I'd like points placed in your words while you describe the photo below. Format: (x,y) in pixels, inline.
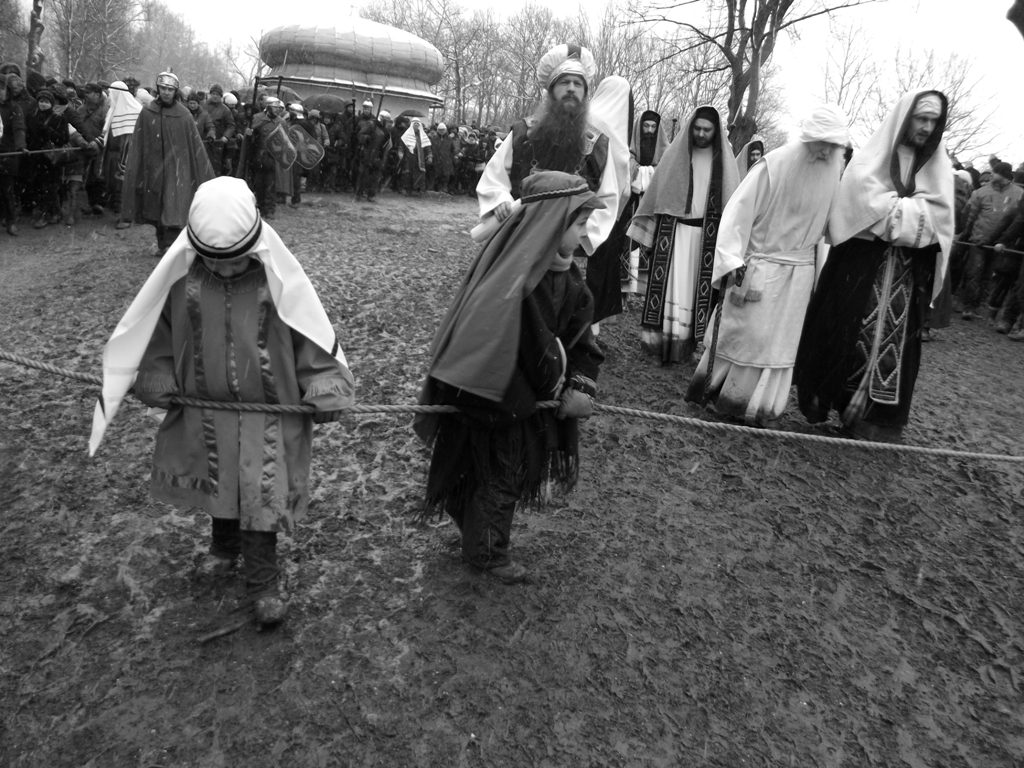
In this picture we can see group of people (716,242), in the middle of the image (442,360) we can find two kids (238,209), they are holding a rope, in the background (511,52) we can see few trees (561,38) and it is a black and white photography.
